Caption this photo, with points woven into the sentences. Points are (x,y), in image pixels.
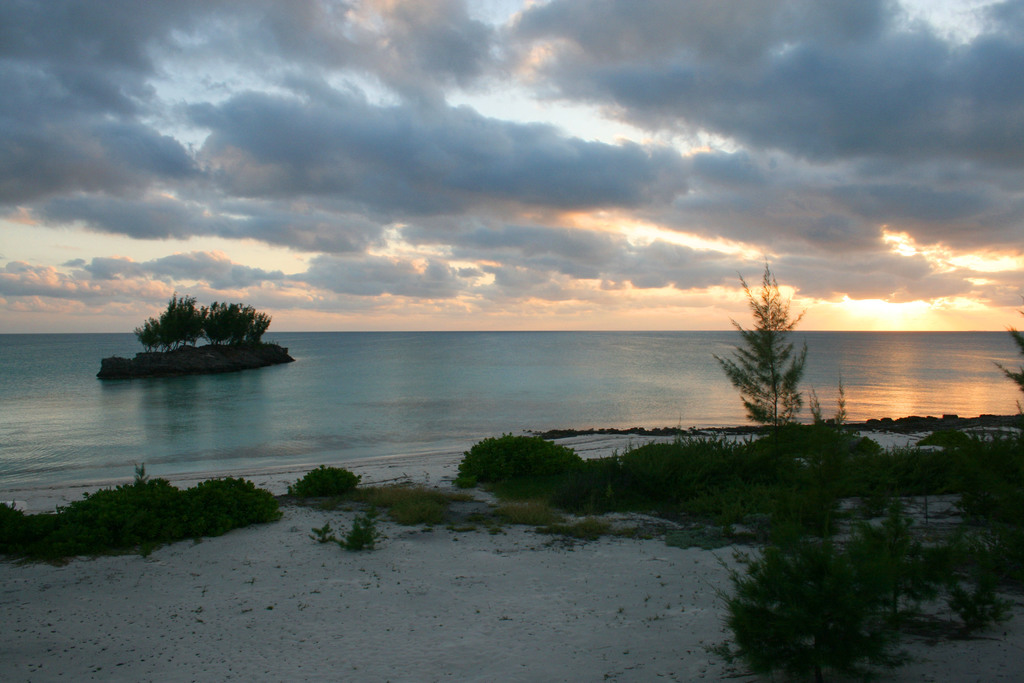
In this image it looks like a sea (652,369) in the middle (562,348). At the bottom (397,517) there are small plants (698,490) on the shore (392,561). In the middle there is a stone (179,359) on which there are few plants (214,322). At the top (219,124) there is the sky (228,84) with the clouds (488,123).
